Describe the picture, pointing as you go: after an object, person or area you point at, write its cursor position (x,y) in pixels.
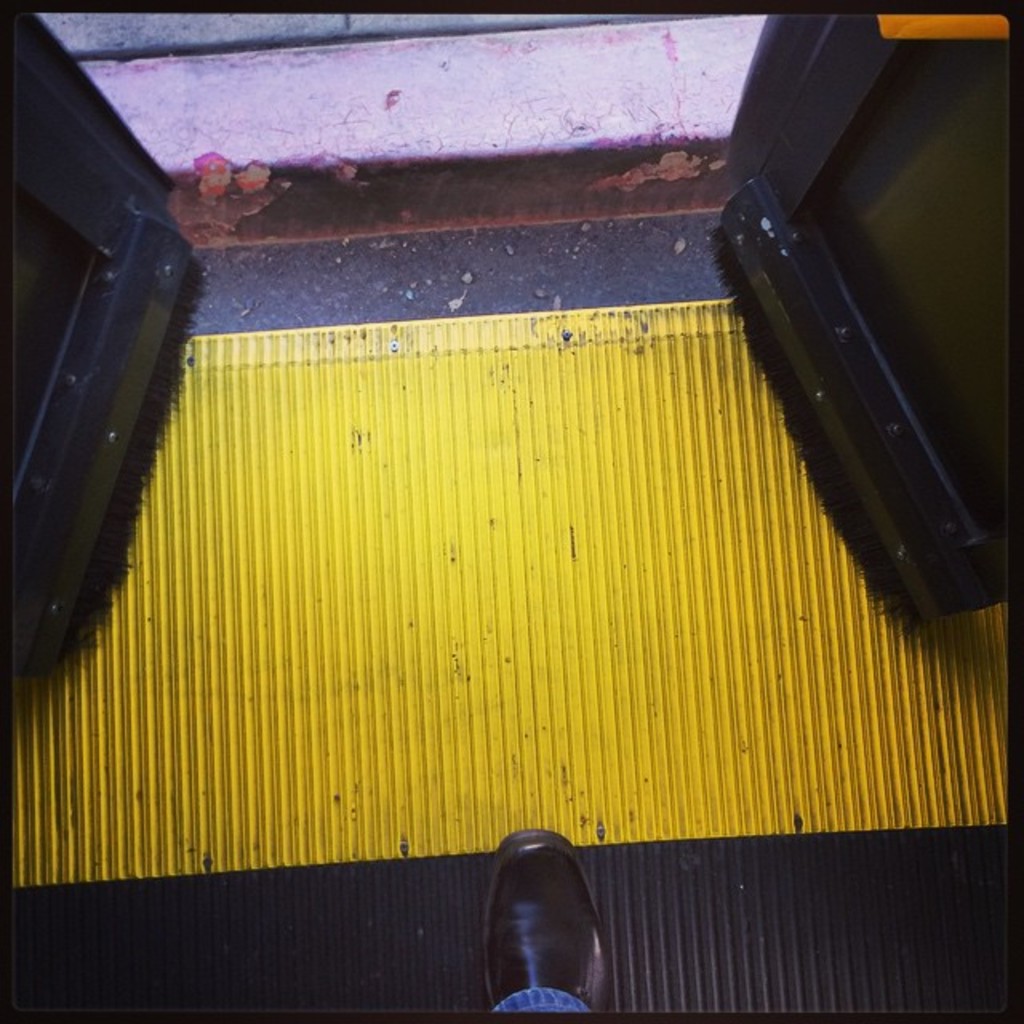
On the bottom (509,999) we can see a person's leg (536,1004) who is wearing shoe (532,916) and jeans (522,1004). He is standing near to the doors (950,459). Here we can see a yellow color object (478,530).
